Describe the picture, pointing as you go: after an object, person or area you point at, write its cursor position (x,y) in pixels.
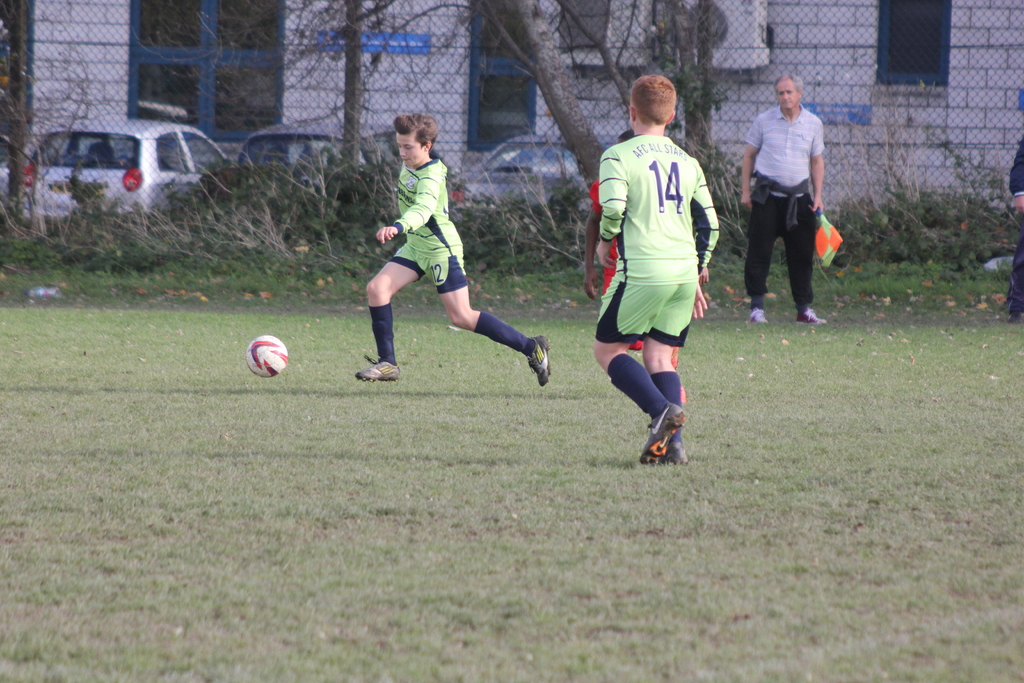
This image is clicked in the ground (519,424). There are some persons (462,288) in the middle (664,232). They are playing. There is a ball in the middle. There are cars (64,144) in the middle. There is a building (625,55) at the top (474,52). There are trees (696,110) in the middle (479,242).
